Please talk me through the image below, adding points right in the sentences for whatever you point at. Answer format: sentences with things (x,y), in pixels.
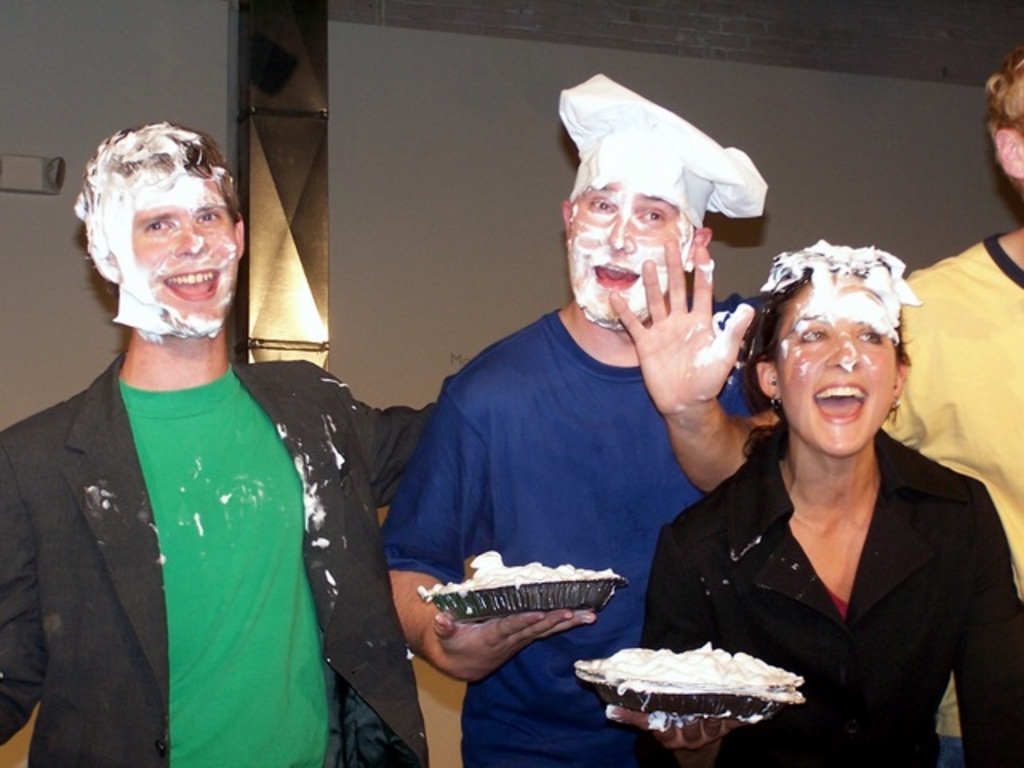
In this image I can see four persons (873,316) and two of them holding plates (728,705), top of plate (717,698) it might be look like a cream (732,676), in the background (142,78) there is the wall (842,106).
